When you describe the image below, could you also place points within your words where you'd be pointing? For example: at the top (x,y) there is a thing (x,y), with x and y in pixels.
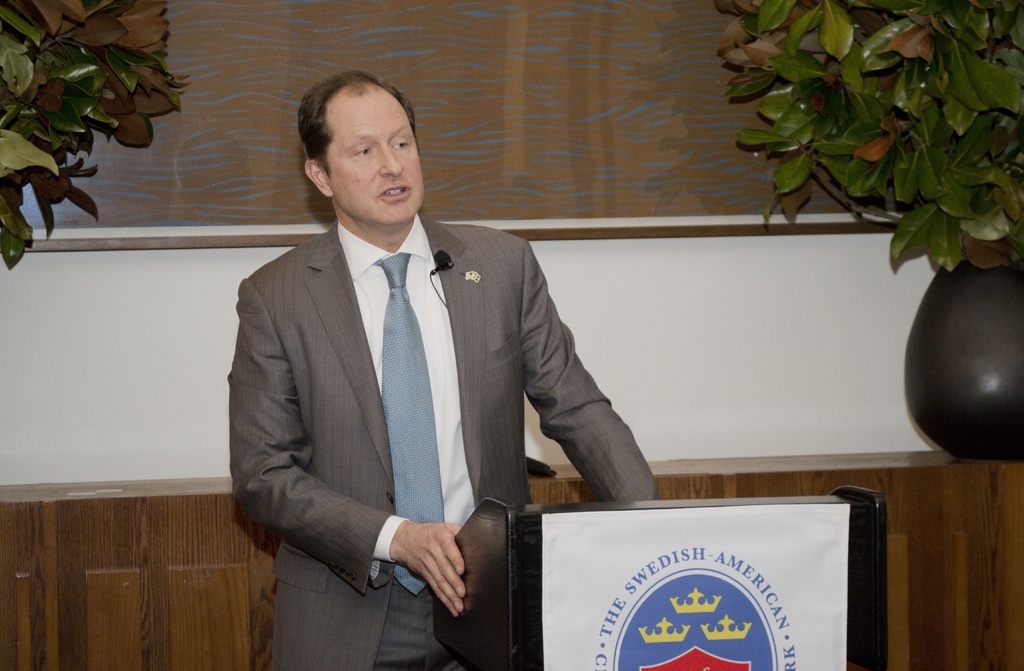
In this image I can see a man (299,367) is standing and I can see he is wearing formal dress (425,437). I can also see a mic (434,271) on his chest (430,282) and in the front of him I can see a podium (522,579). On the podium (507,640) I can see a white colour thing (606,564) and on it I can see something is written. I can also see few plants (2,71) on the both side of this image.
